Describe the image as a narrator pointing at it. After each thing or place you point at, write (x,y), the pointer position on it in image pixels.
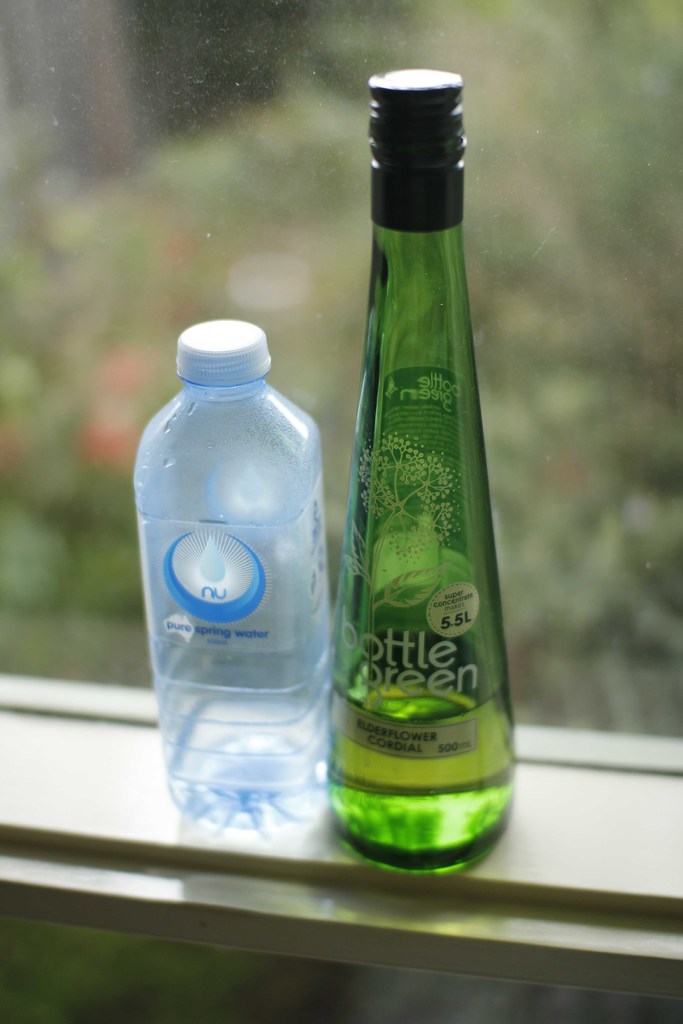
In this image we can see a green color bottle (382,576) and a blue color bottle (256,635).
